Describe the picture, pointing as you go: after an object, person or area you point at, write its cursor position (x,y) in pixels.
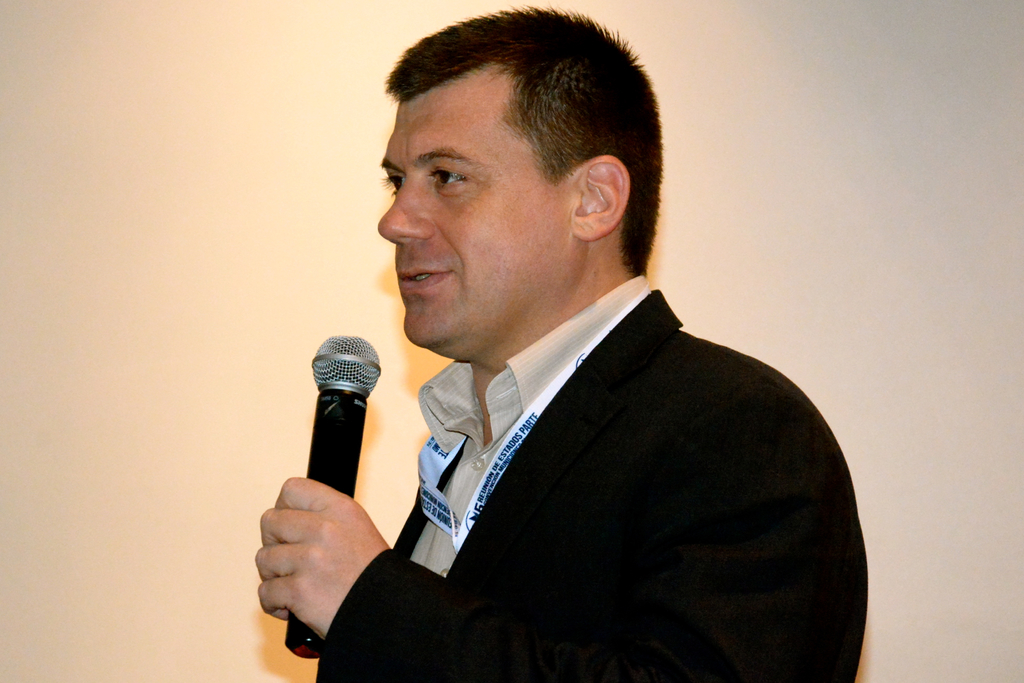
In this image there is a person (604,463) wearing black color suit (646,452) holding microphone (331,466) in his hand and at the background of the image (857,328) there is a wall (958,252).
